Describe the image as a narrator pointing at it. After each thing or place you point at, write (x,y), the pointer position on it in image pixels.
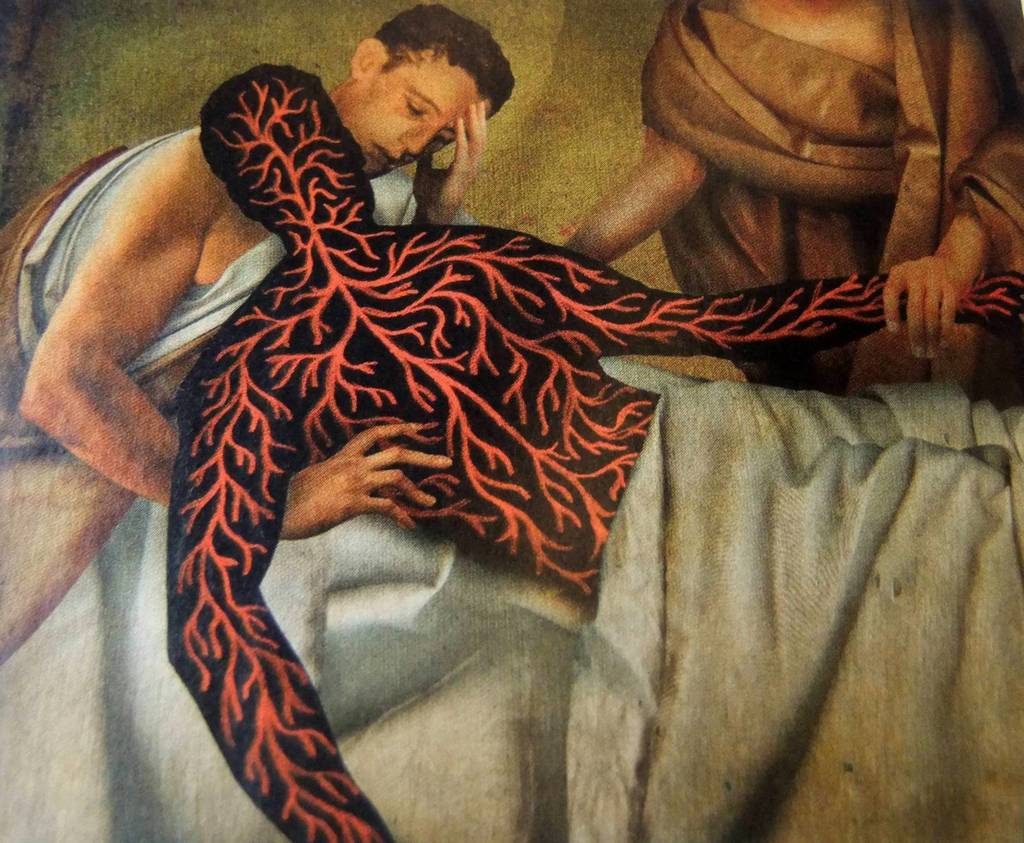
This image consists of an art (672,480). In this image there are two persons (462,105) and there is a blanket (759,593) on the body (371,383).
